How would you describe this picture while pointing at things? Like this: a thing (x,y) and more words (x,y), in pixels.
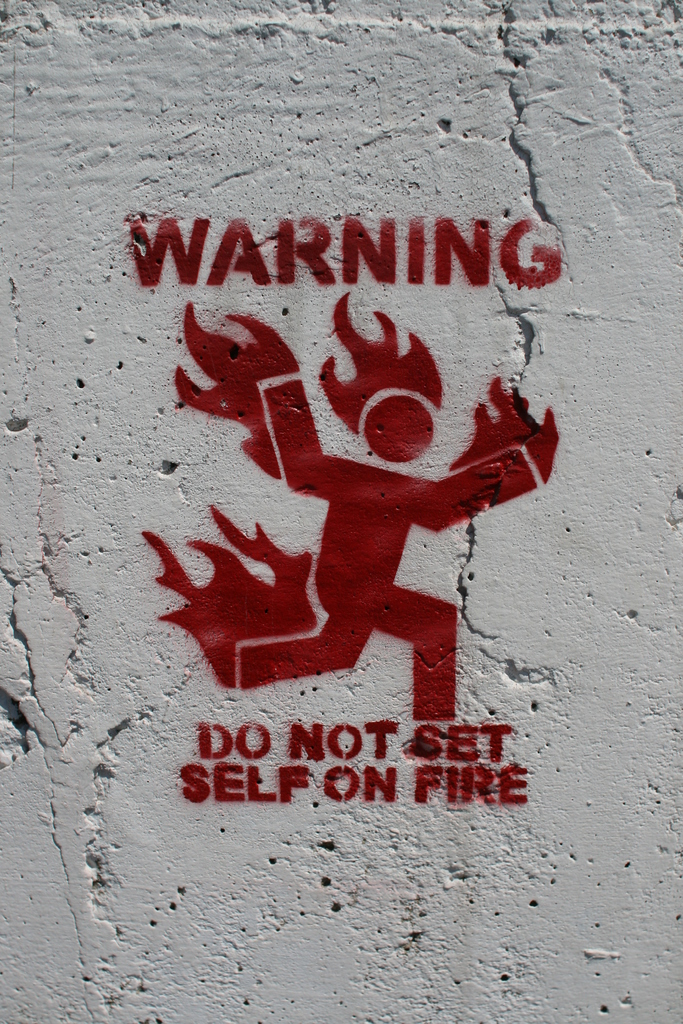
In this image, I can see the painting (189,793) of words (179,246), fire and symbol (353,584) of a person (403,596) on the wall (430,353).
